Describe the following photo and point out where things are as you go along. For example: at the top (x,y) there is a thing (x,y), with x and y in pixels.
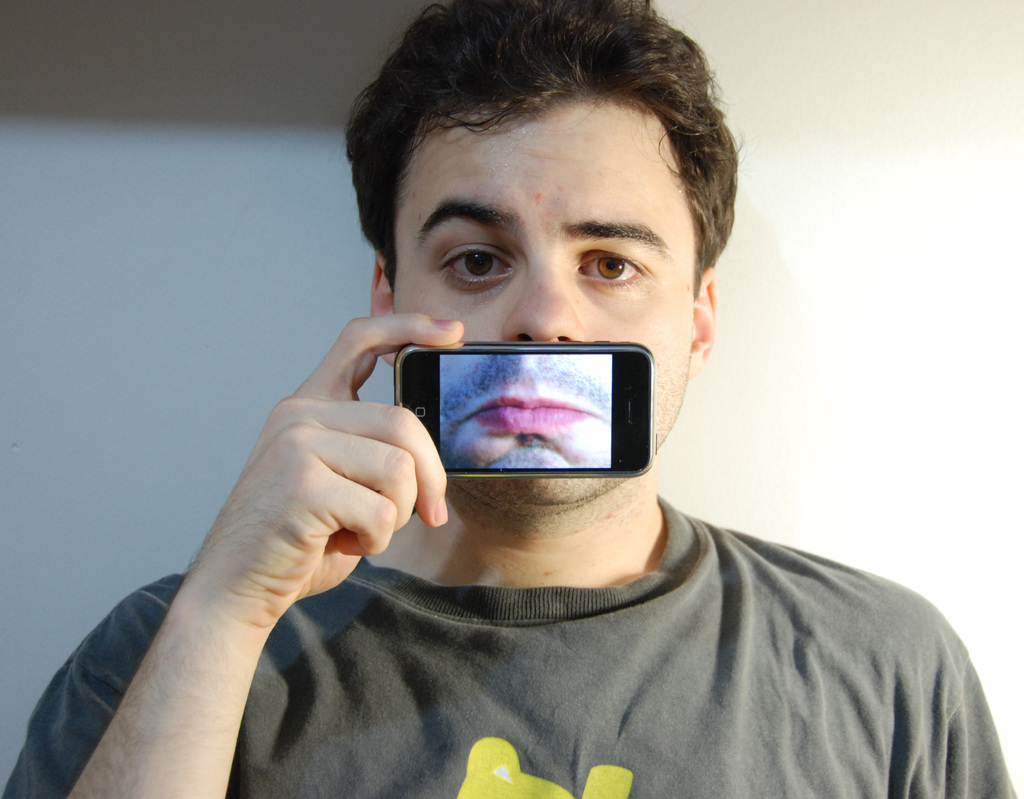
A man (664,578) is holding mobile (512,429) in his hand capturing his mouth (543,412).
